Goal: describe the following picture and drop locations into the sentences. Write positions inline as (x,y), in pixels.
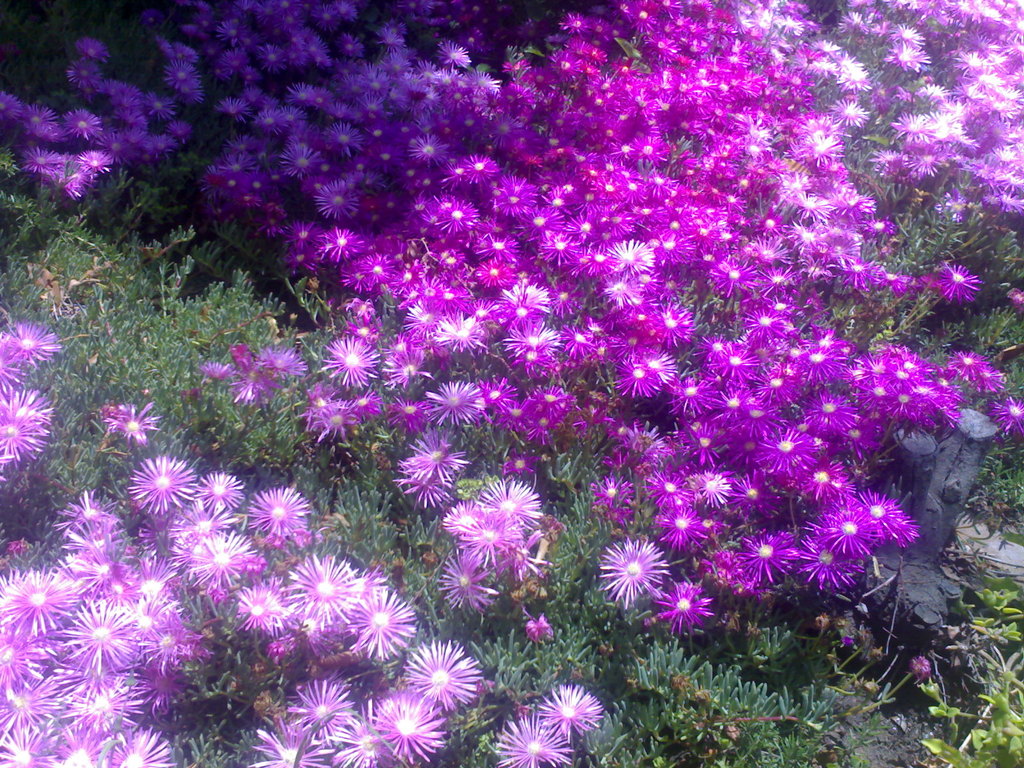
In this image we can see some flowers (56,701), plants (1003,684), grass (81,13), and some other objects (939,513).
